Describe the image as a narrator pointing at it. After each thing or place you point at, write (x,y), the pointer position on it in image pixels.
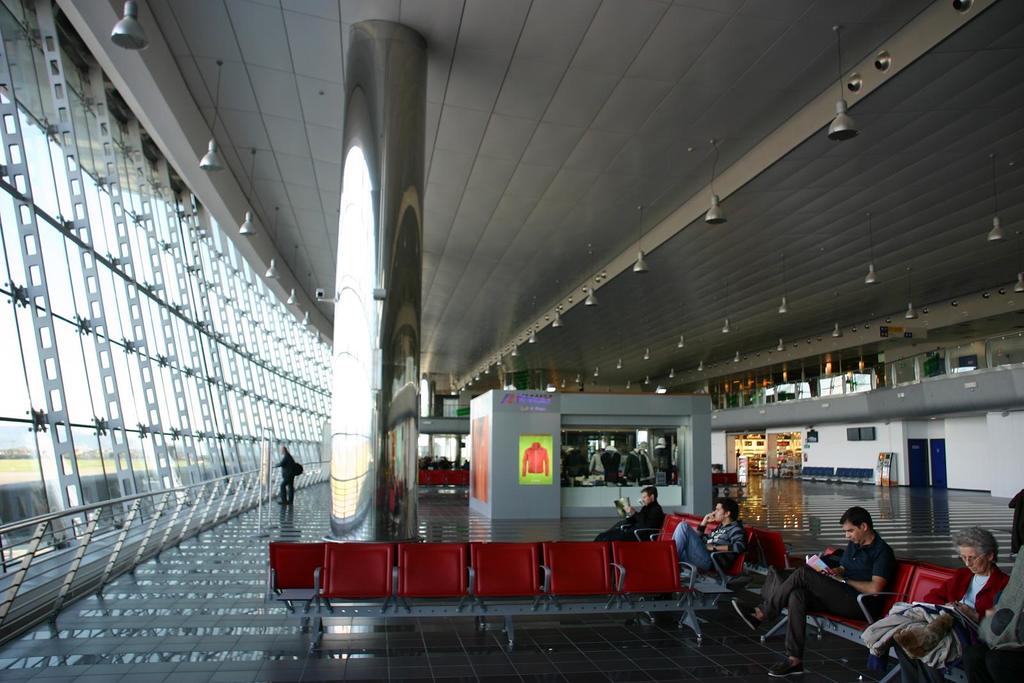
In the image we can see there are people (856,567) sitting on the chair (764,542) and there are clothes (620,465) in the shop (547,475). There are lightings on the top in the building (395,486).
